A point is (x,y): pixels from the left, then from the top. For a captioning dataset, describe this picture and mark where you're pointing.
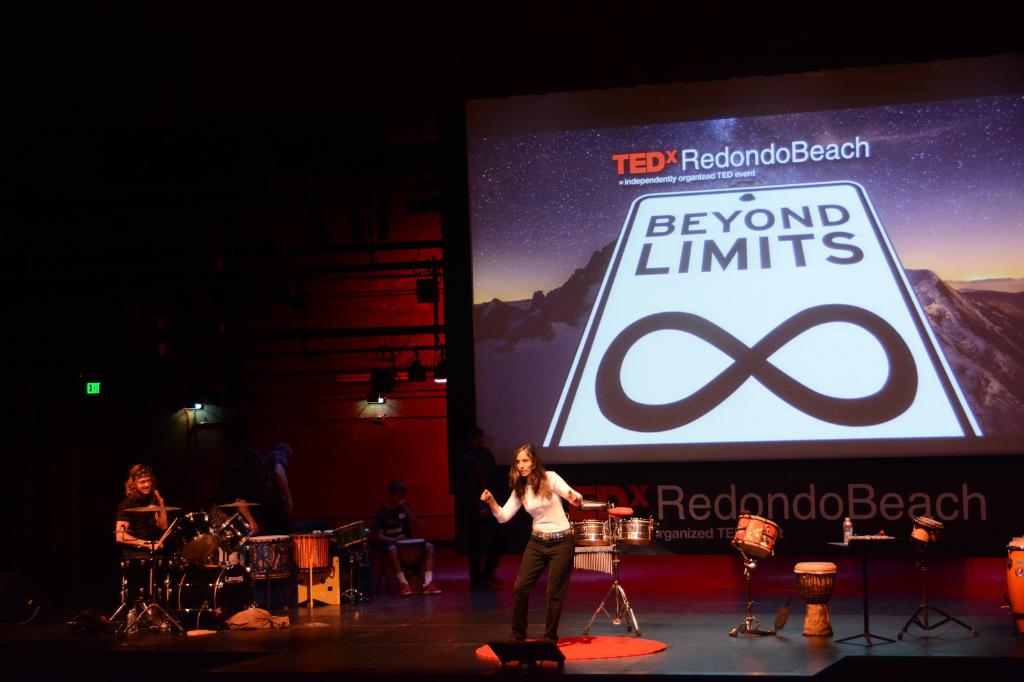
This image is taken indoors. In the background (391,211) there is a wall (300,265) and there is a screen (645,231) with an image (830,322) and a text (626,174) on it. In this image the background (320,472) is a little dark. At the bottom of the image (752,661) there is a dais (742,668). On the left side of the image (136,529) a person (126,538) is sitting on the stool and playing music with musical instruments (259,541). There are a few musical instruments (321,557). On the right side of the image (1016,572) there are few musical instruments (602,531) on the dais (1010,635). In the middle of the image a woman (536,577) is standing on the dais (532,597).
